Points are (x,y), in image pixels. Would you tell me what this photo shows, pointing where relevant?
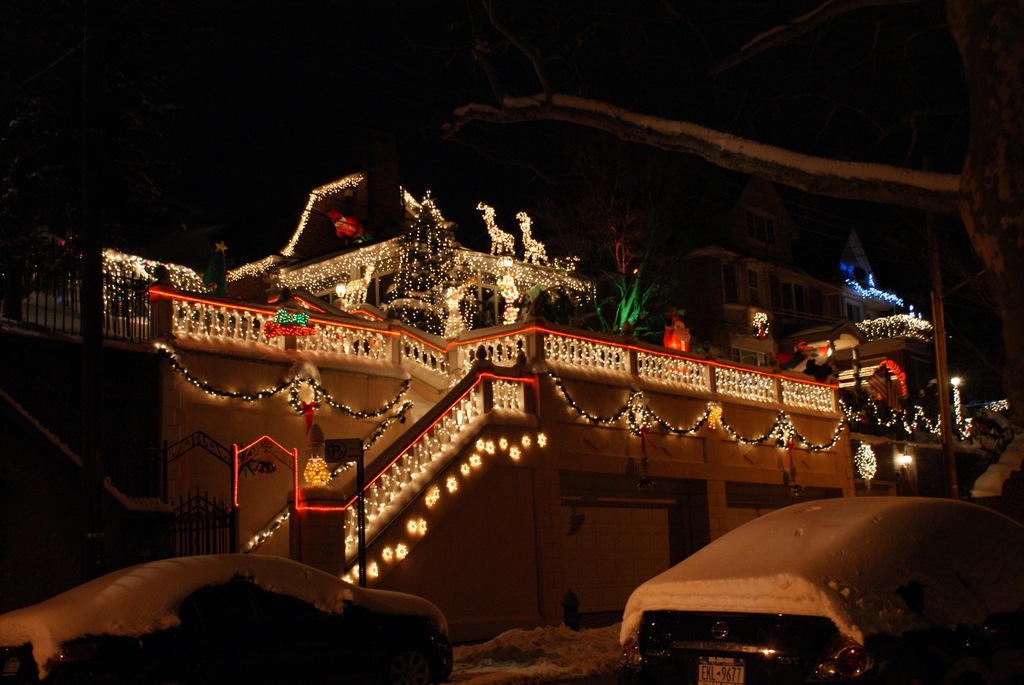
In this image, we can see a few buildings (701,497), walls (482,541), railings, trees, decorative objects (886,396), grills (206,542) and poles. At the bottom (281,684), we can see vehicles (441,666) are covered with snow (745,569). Background (699,269) there is a dark view.
